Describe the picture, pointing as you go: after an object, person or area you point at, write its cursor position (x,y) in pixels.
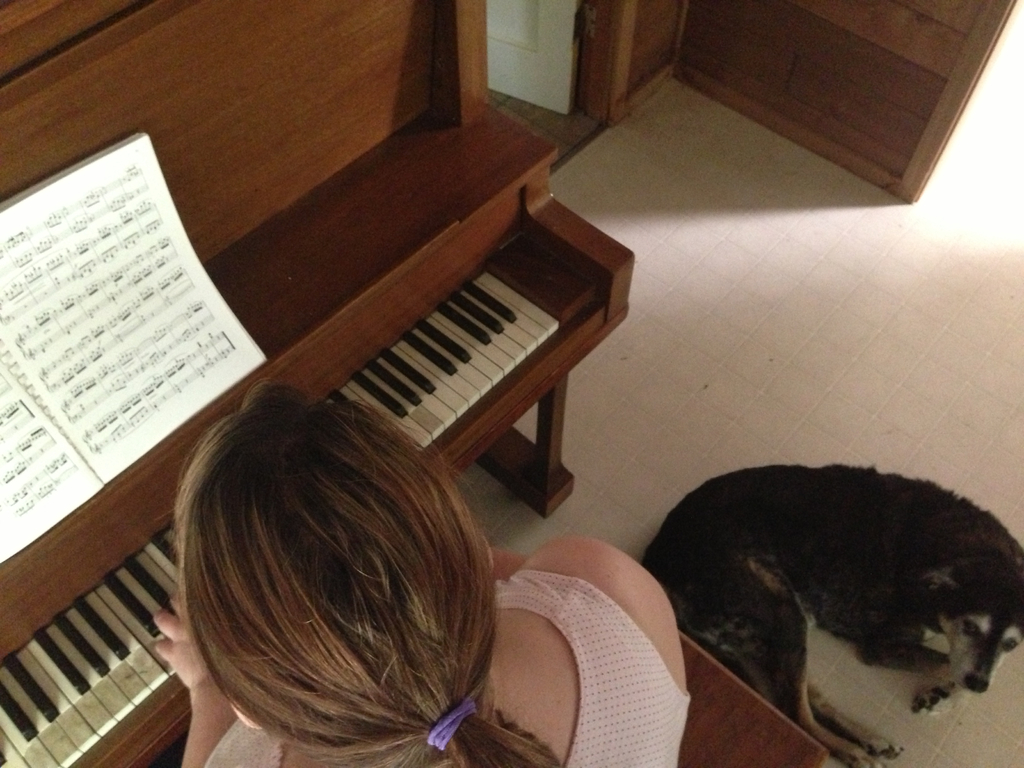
In this image there is a woman (514,580) sitting in the chair (689,716) and playing the piano (497,326) with the book (30,538) and at the back ground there is a dog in the floor (771,291).
